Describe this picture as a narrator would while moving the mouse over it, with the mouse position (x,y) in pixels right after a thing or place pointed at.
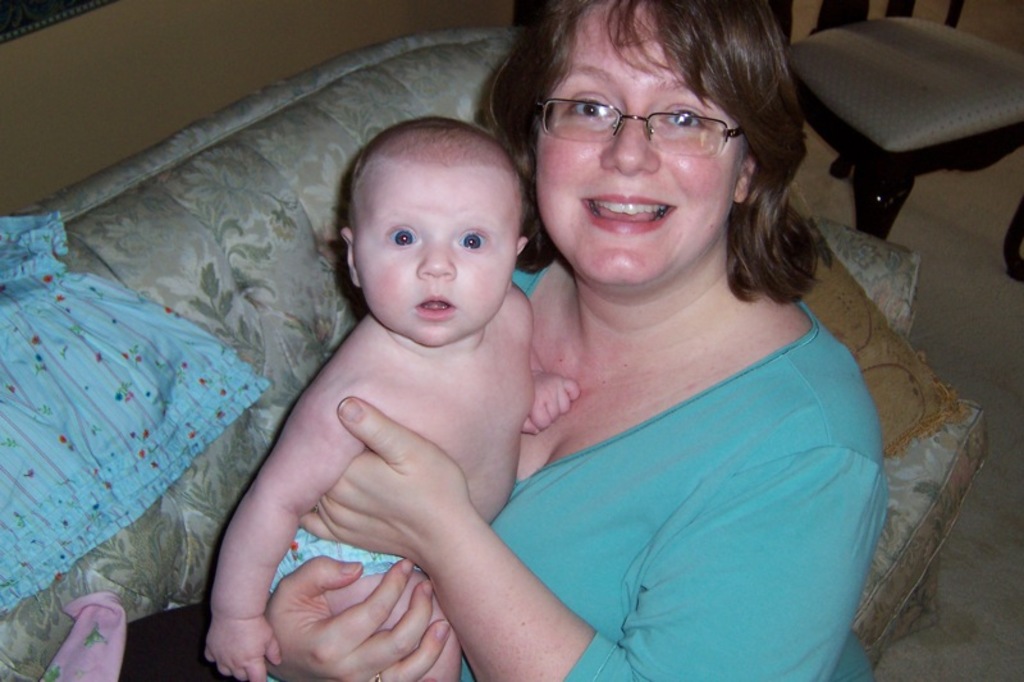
In the foreground of this image (637,398), there is a woman (623,379) carrying a baby (474,455) on a couch (242,288) and there is a blue colored cloth (108,373) on the couch (250,278). In the background (866,149), there is a chair (904,126) on the floor (1000,286).
